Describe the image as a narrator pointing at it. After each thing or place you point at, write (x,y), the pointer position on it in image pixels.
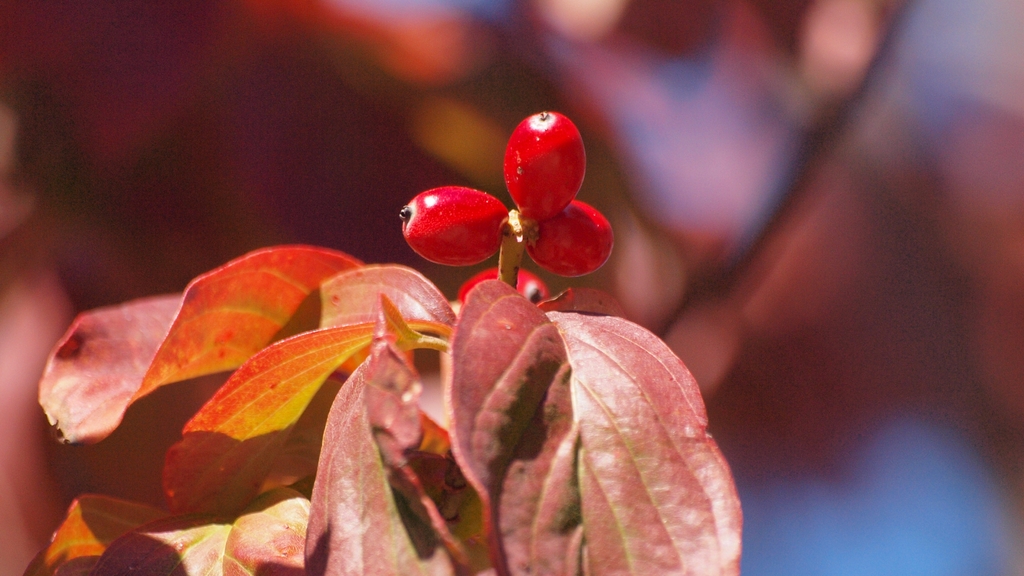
In the picture we can see a plant (641,521) which is some reddish in color and some small fruits (451,220) to it which are also red in color.
